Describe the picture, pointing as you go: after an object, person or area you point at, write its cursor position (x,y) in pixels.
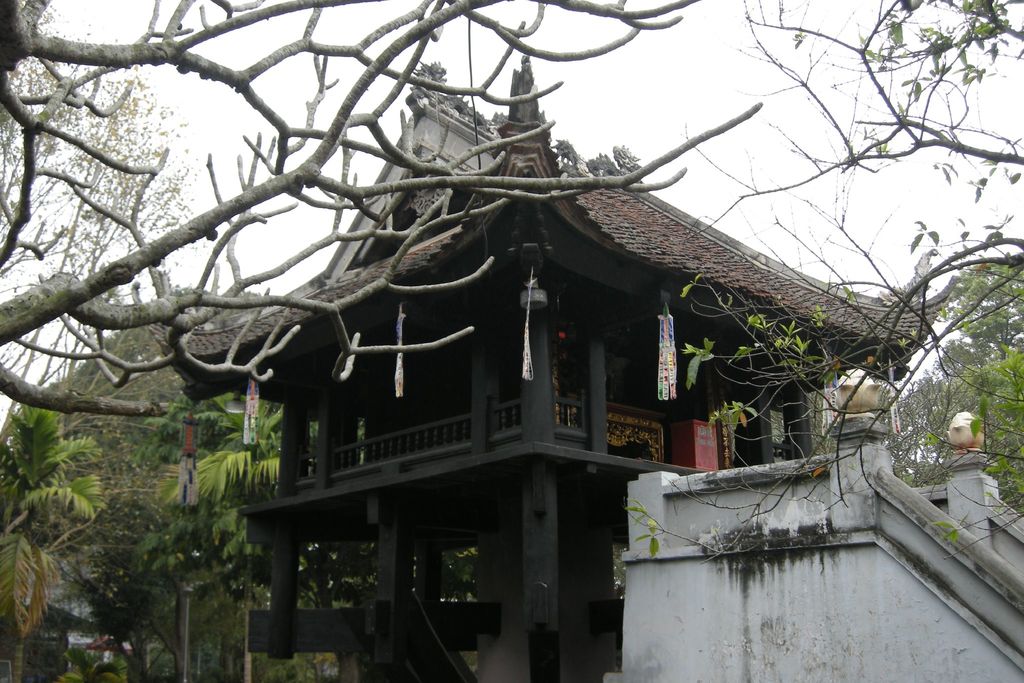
In this image, we can see some trees (41,518). There is a Chinese temple (540,283) in the middle of the image (612,331). There is a wall (834,557) in the bottom right of the image (910,587). There is a sky (665,70) at the top of the image (659,88).
